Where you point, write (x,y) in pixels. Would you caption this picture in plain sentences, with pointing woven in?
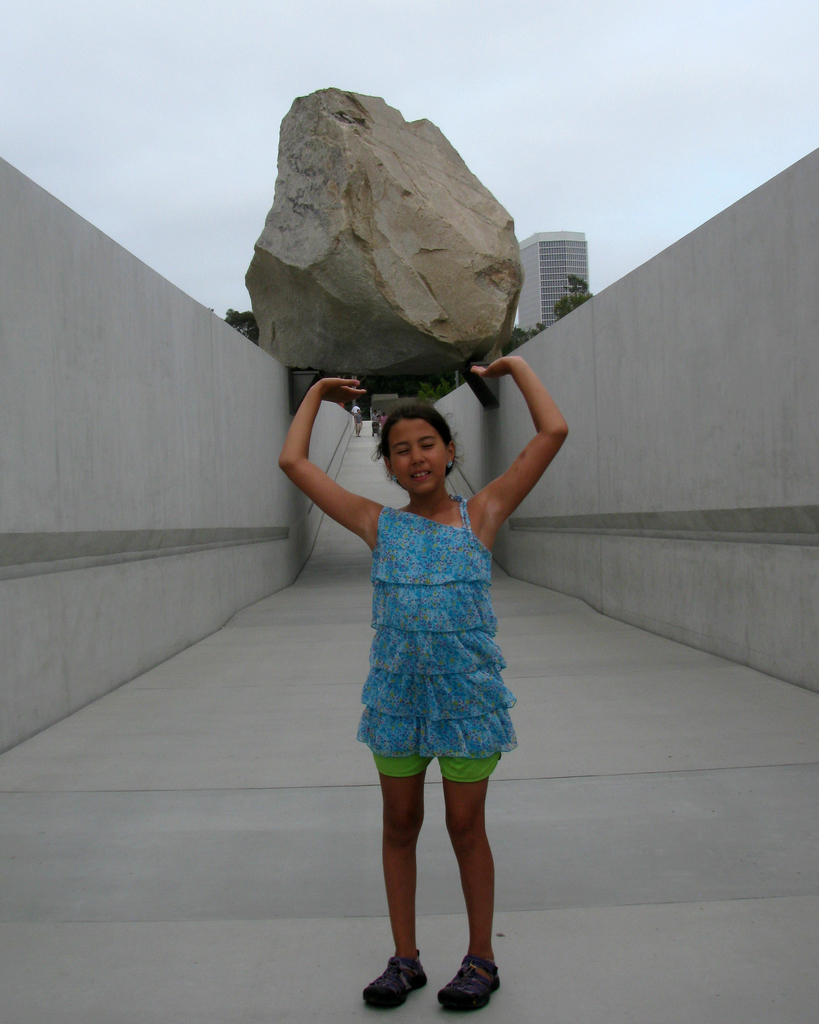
In this image there is a path (317,821), in middle of the path (321,811) there is a girl (436,582) standing on either side of the path (371,760) there is wall (561,353), on that wall (548,354) there is a stone (292,225), in the background (232,291) there are trees (571,291), building (565,267) and sky (634,121).
